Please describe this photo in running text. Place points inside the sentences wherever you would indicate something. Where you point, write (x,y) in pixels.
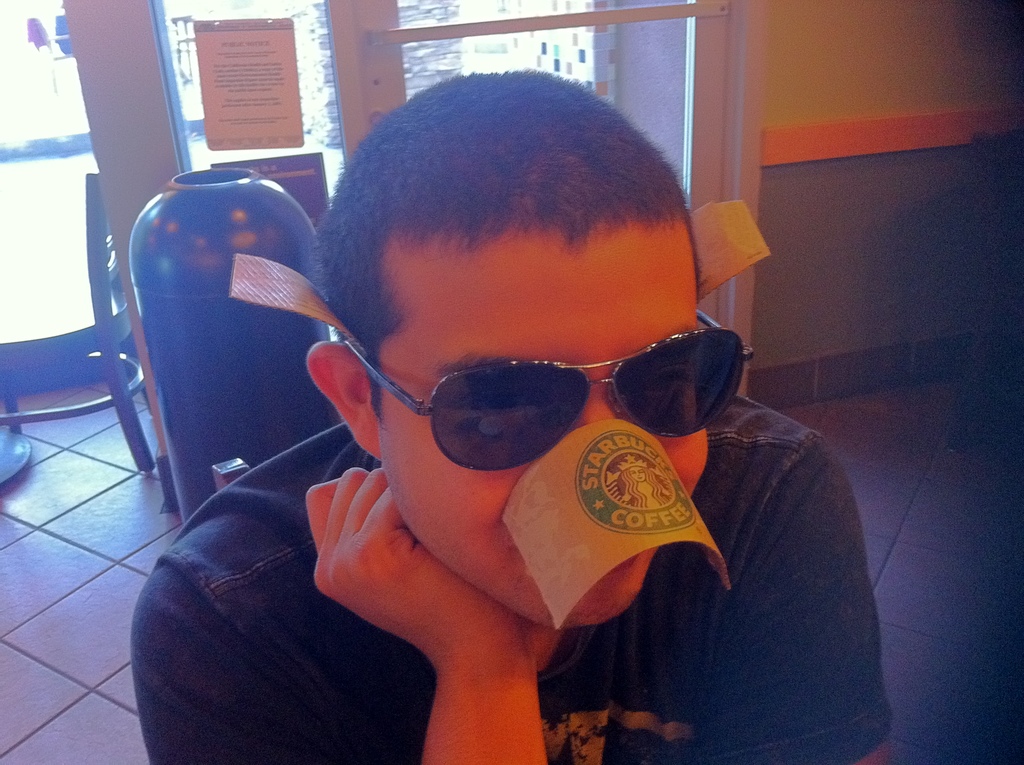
In the image we can see there is a person (543,443) sitting on the chair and he is wearing sunglasses (672,372). He kept a paper (617,518) on his nose (634,501) and it's written ¨Starbucks Coffee¨ on the paper (568,490). Behind there is a dustbin (187,475) and a chair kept on the floor (9,551).
